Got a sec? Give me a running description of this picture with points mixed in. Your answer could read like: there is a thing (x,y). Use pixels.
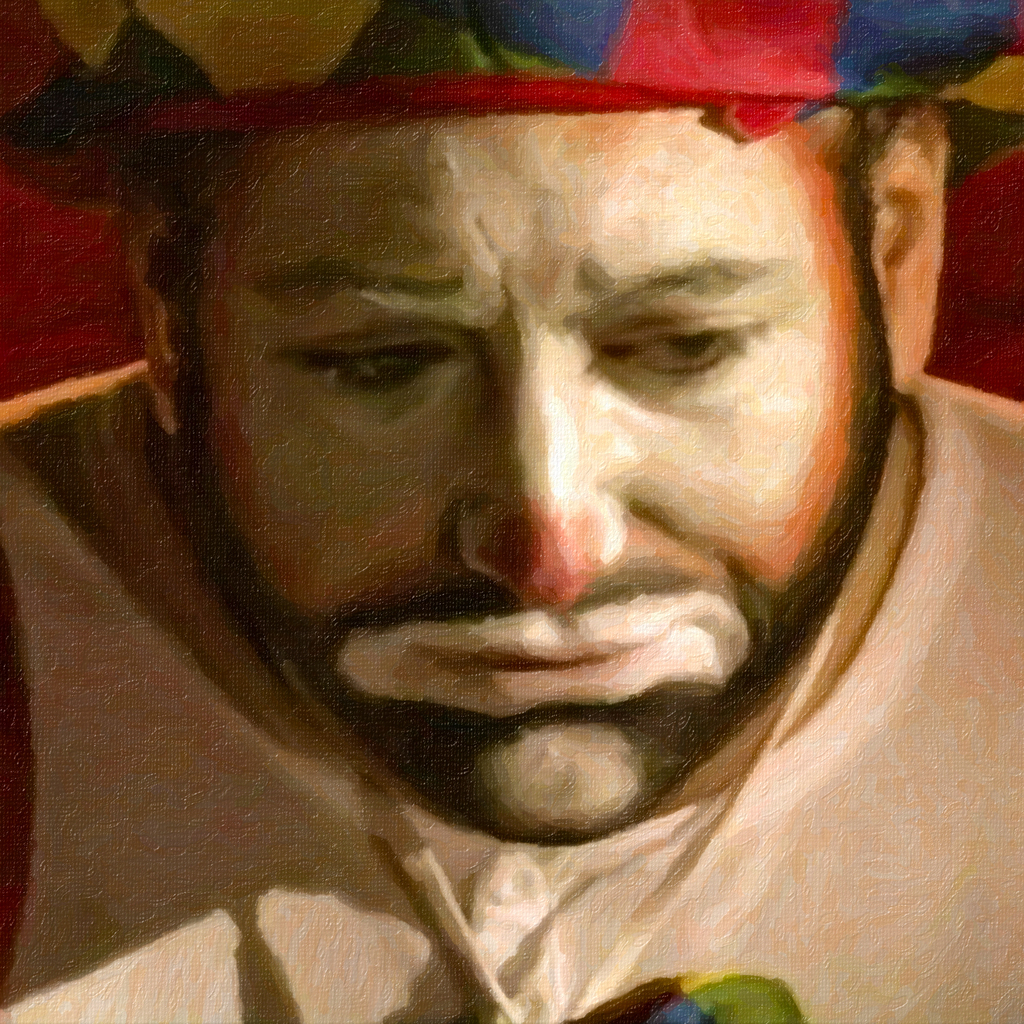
In this image we can see a painting (638,870) of a person (256,393) and on the face (275,351) of the person (618,481) white color paint (519,279) is there.
